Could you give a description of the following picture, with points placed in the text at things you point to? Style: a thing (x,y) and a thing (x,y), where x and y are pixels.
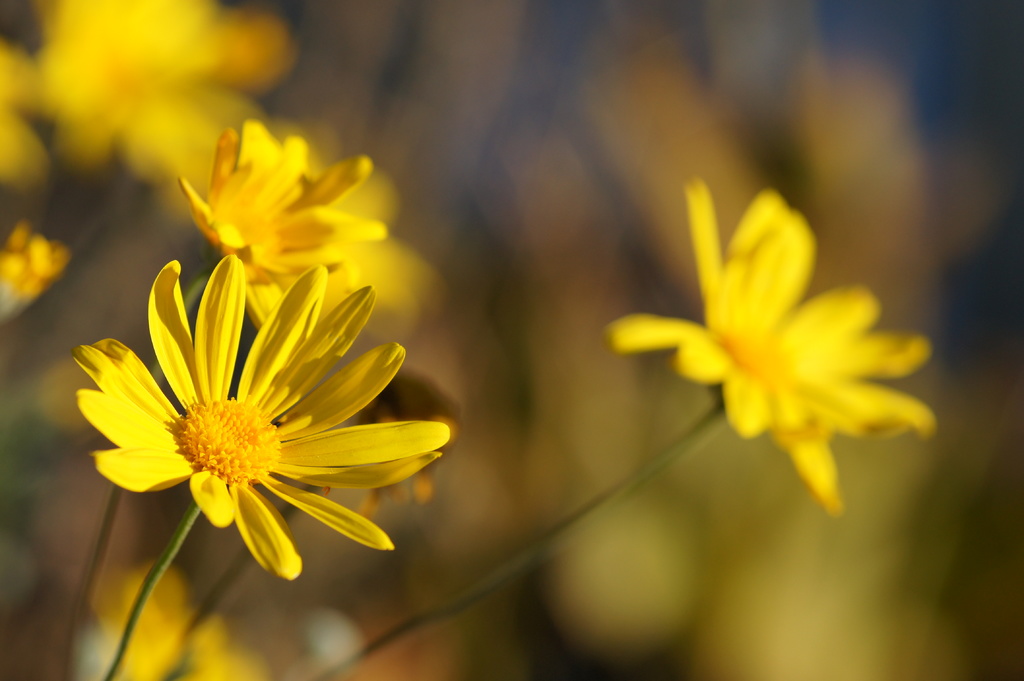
In this image we can see some flowers (277,376) with the stem (195,513).
